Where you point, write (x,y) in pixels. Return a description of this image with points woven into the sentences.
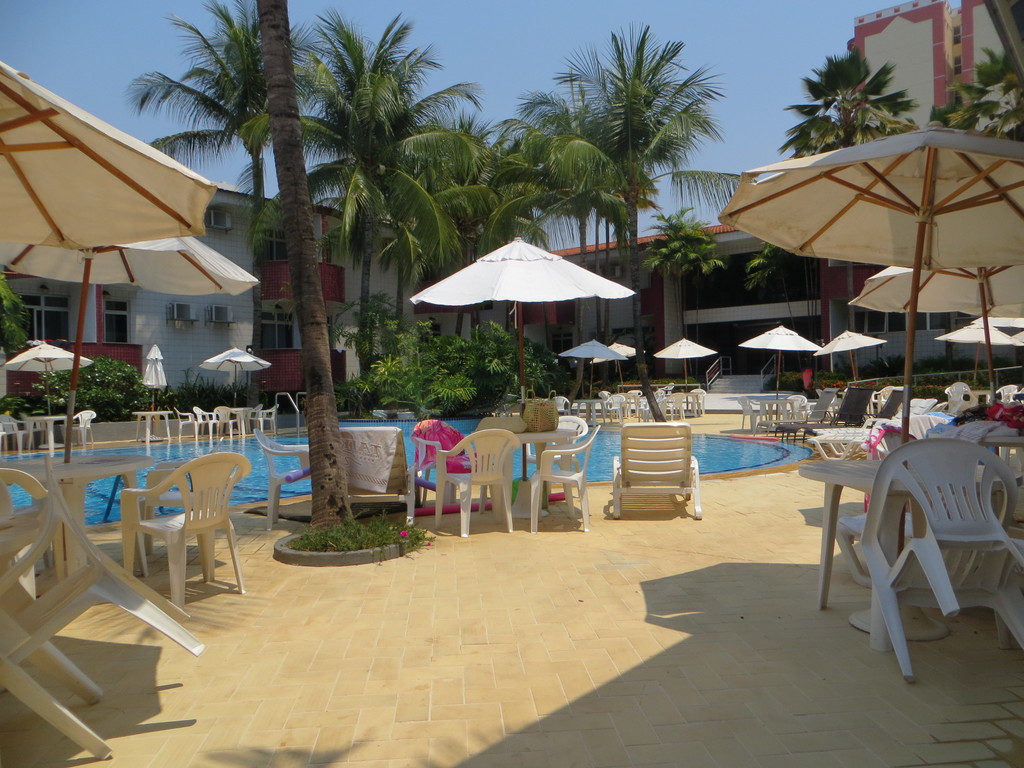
This image consists of many trees (383,337). On the left (176,547) and right, there are chairs (509,471) and umbrellas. In the middle (400,422), there is a swimming pool (256,486). At the bottom (431,608), there is a floor (603,697). In the background (573,251), we can see a building (183,337). At the top (66,30), there is sky (129,10).
